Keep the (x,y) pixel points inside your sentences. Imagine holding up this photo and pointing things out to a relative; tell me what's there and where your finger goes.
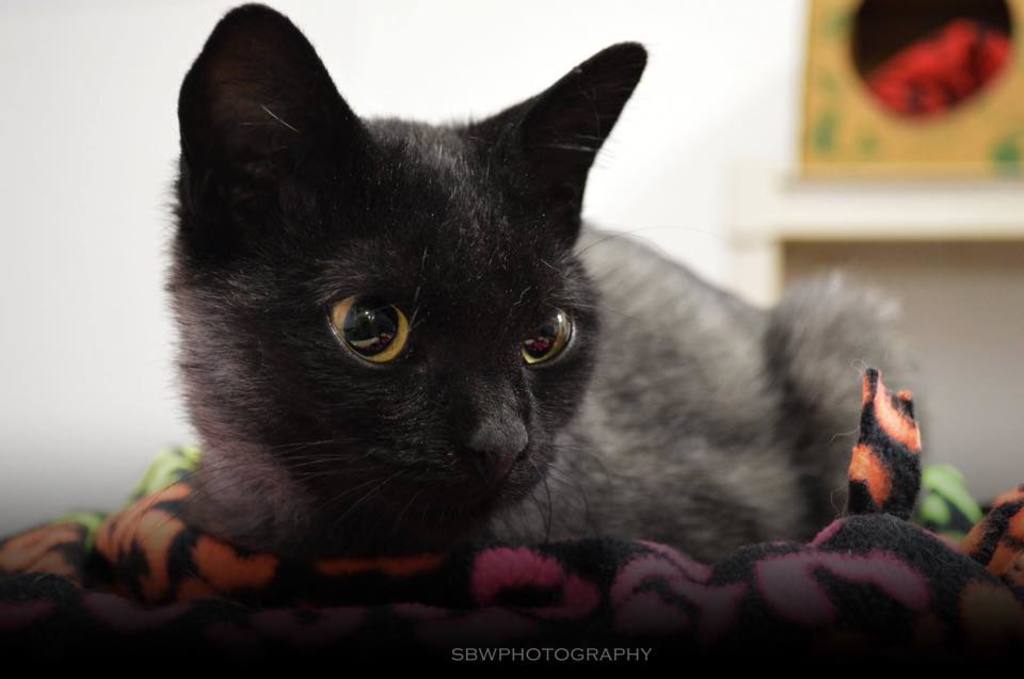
In this image a black cat (529,411) is sitting on the cloth (465,582). Behind it there is a wall (950,383) having a box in front of it.
